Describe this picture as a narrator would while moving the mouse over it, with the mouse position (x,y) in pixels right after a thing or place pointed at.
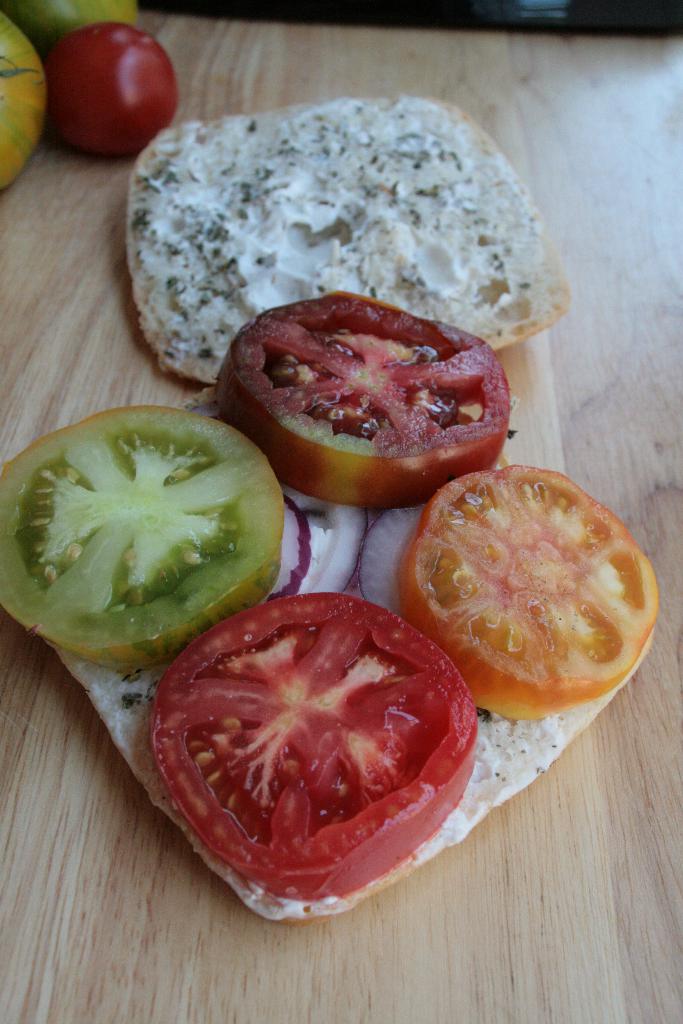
This is a zoomed in picture. In the center (273,389) we can see a food item (460,563) seems to be a sandwich (351,396) places on the top of the table (592,398). In the background (148,91) we can see a tomato (100,84) and some other vegetables (119,6) are placed on the top of the wooden table (479,69).
